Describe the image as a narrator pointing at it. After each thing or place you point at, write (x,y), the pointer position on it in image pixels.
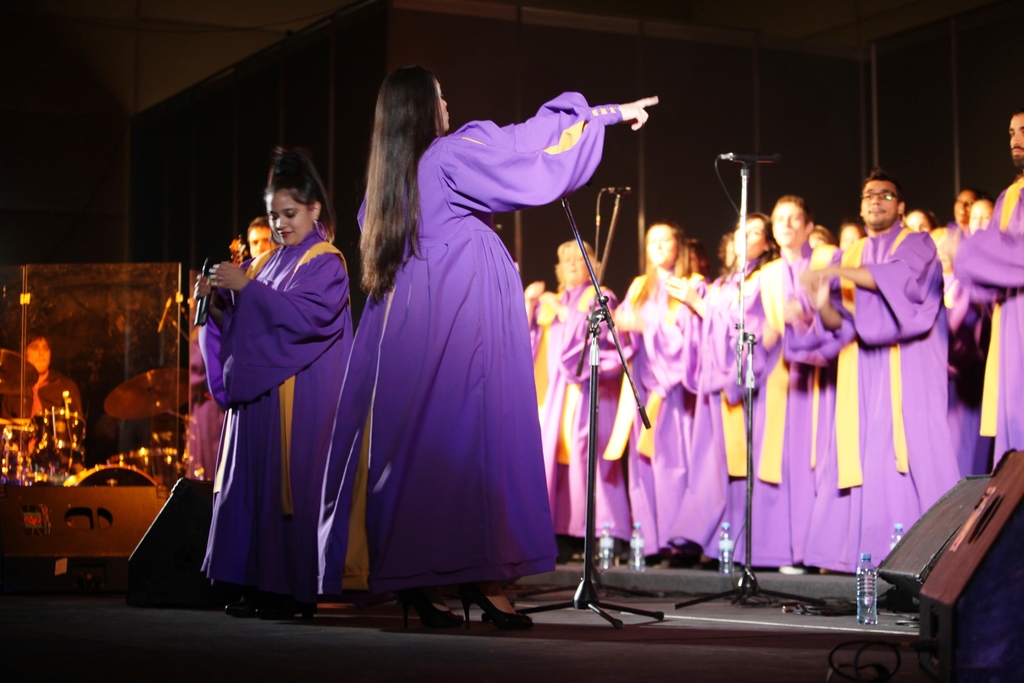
In the picture I can see a group of people (667,418) standing on the stage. They are wearing the similar dressing style (893,397). I can see a woman (536,499) in the middle of the image (405,244) and looks like she is pointing her finger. There is another woman (325,295) on the left side (317,372) and she is holding a microphone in her right hand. I can see a man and snare drum musical arrangement (45,416) on the left side (29,465).
